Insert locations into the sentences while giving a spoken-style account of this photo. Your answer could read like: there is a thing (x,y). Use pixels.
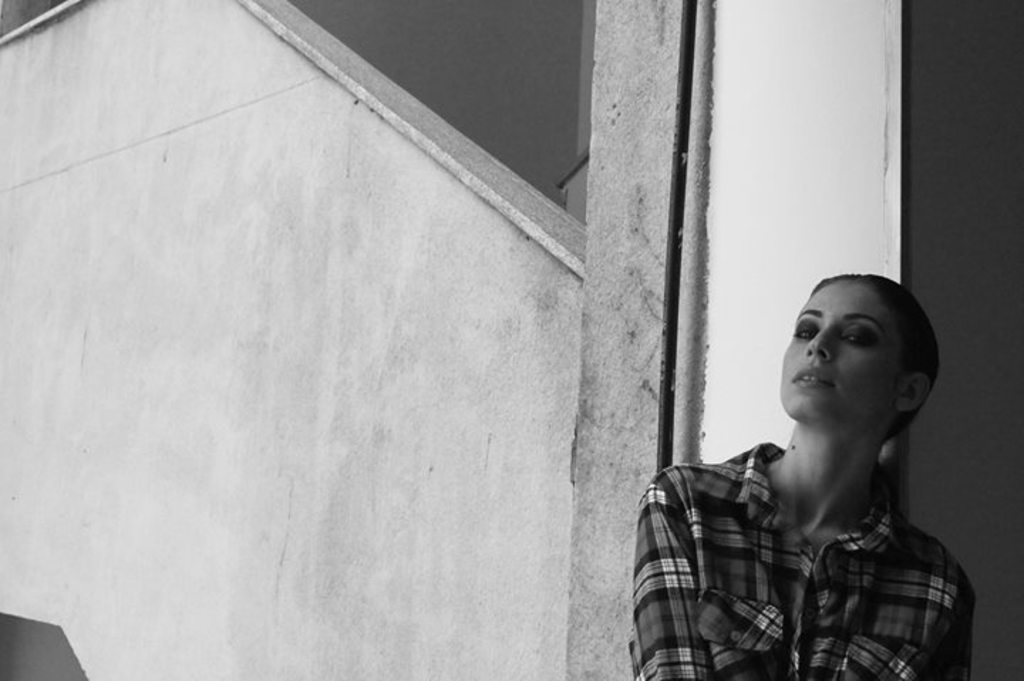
In this image there is a woman (791,517). In the background (744,407) there is a wall (342,367).
